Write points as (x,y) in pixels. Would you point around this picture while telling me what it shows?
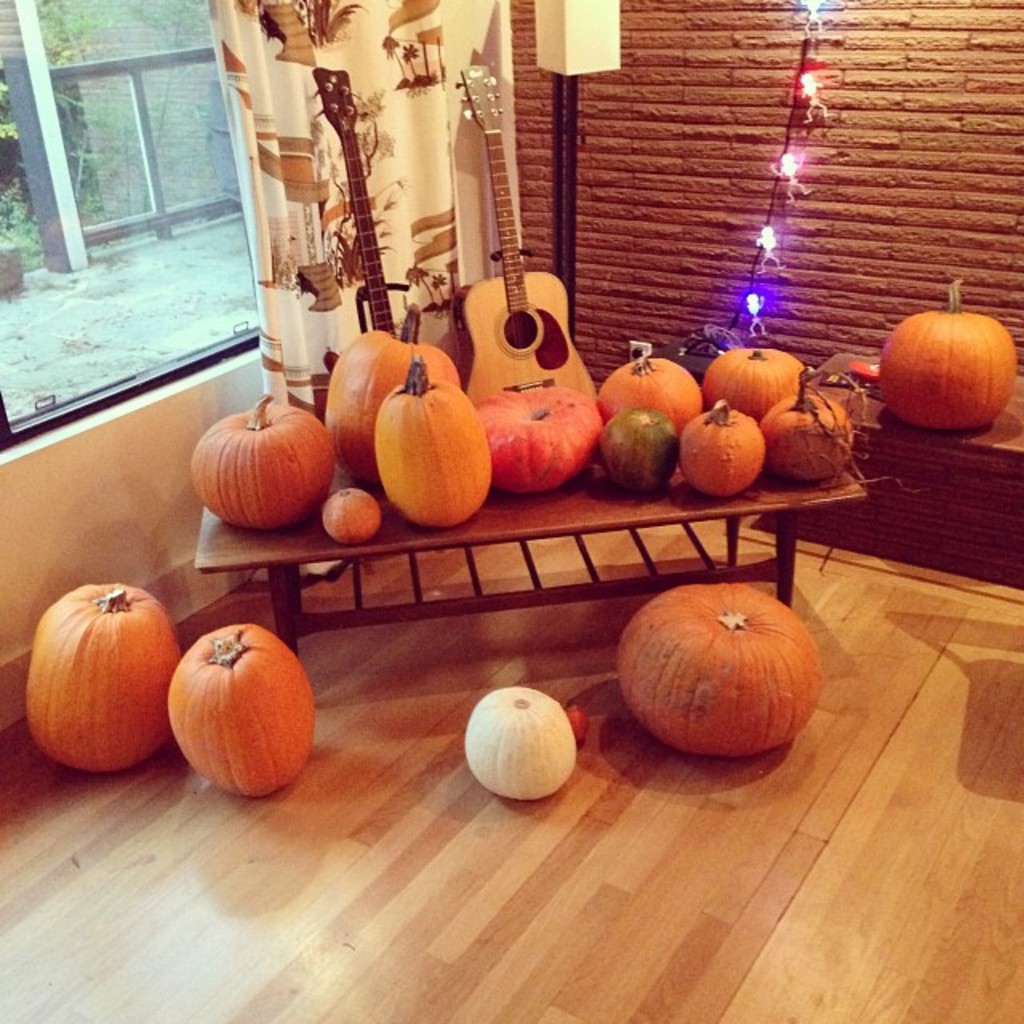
There is a floor (853,955) which is in brown color and some pumpkins (262,749) are kept and there is a table (437,532) of brown color and on that table (519,505) there are pumpkins (355,430) are kept and a music instrument (513,225) is placed at the wall (813,241) and there is a glass window (190,172) which is covered by a white curtain (303,154).
